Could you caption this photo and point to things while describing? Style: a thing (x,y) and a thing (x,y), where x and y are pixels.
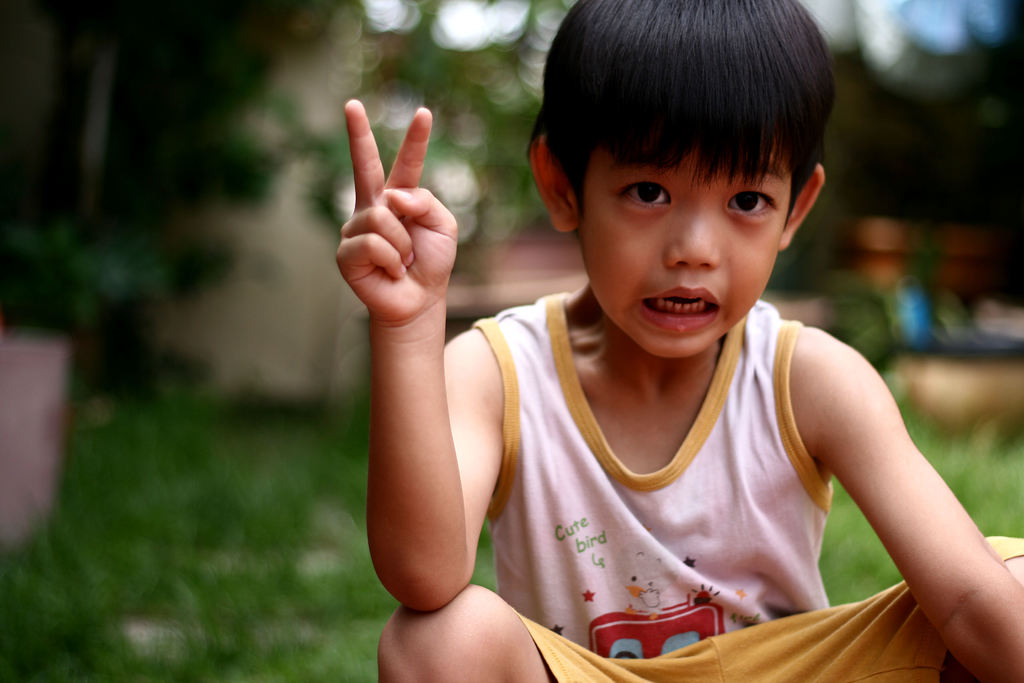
In the picture I can see a boy (701,493), behind there is full of grass (274,555).
